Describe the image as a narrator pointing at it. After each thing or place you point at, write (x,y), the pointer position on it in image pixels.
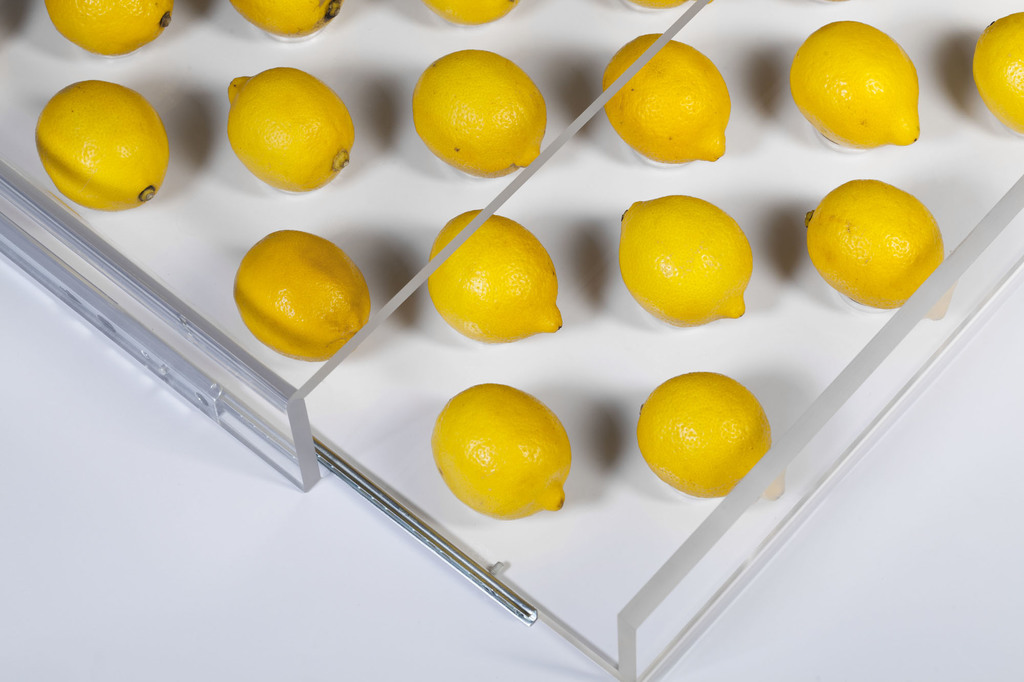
In this picture we can see few lemons (663,209).
